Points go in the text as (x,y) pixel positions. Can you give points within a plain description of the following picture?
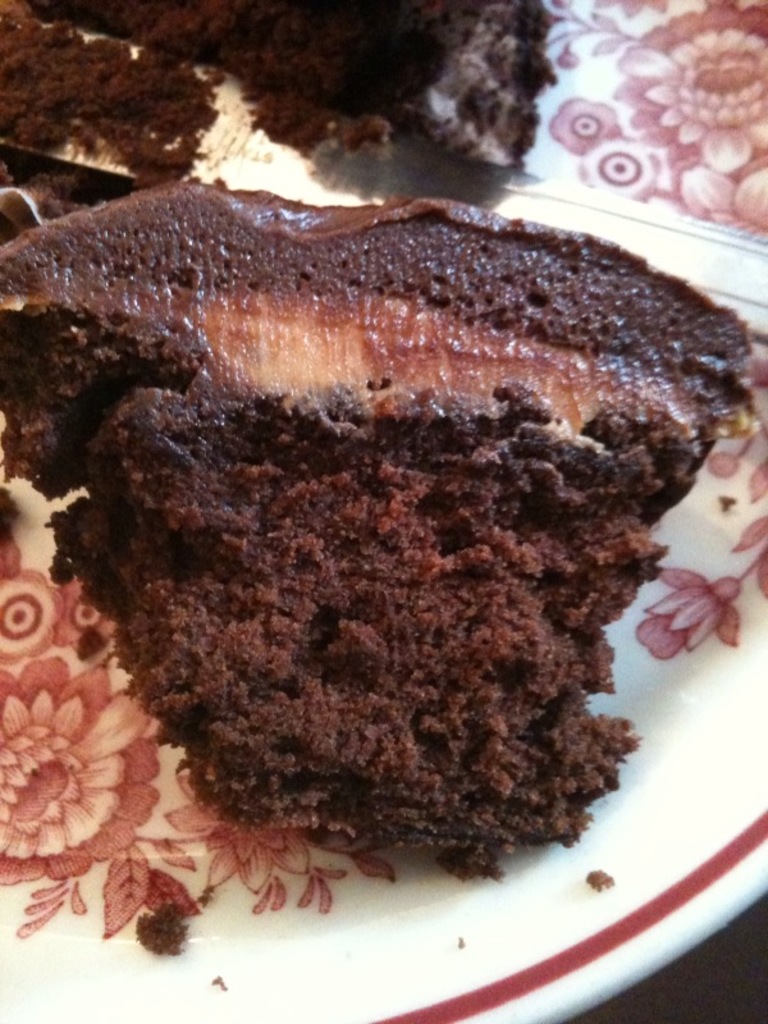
In this picture there is a plate (62,1007), in the plate (62,1020) there is a food item (367,209) and knife (323,160).
